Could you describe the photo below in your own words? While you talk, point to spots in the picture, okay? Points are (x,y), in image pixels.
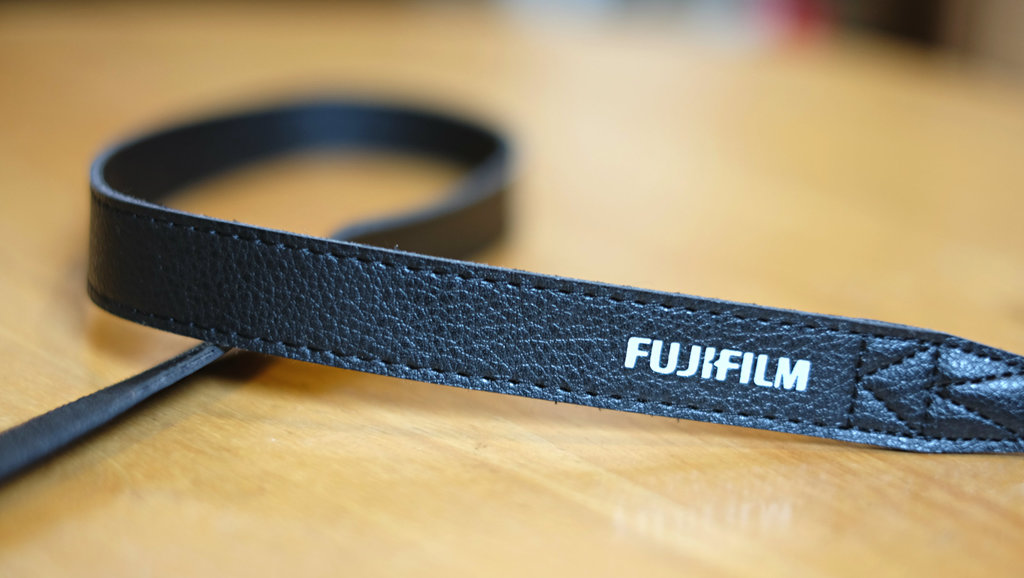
In this picture there is a leather (476,154) with some text (678,360) which is placed on the table (447,505).
